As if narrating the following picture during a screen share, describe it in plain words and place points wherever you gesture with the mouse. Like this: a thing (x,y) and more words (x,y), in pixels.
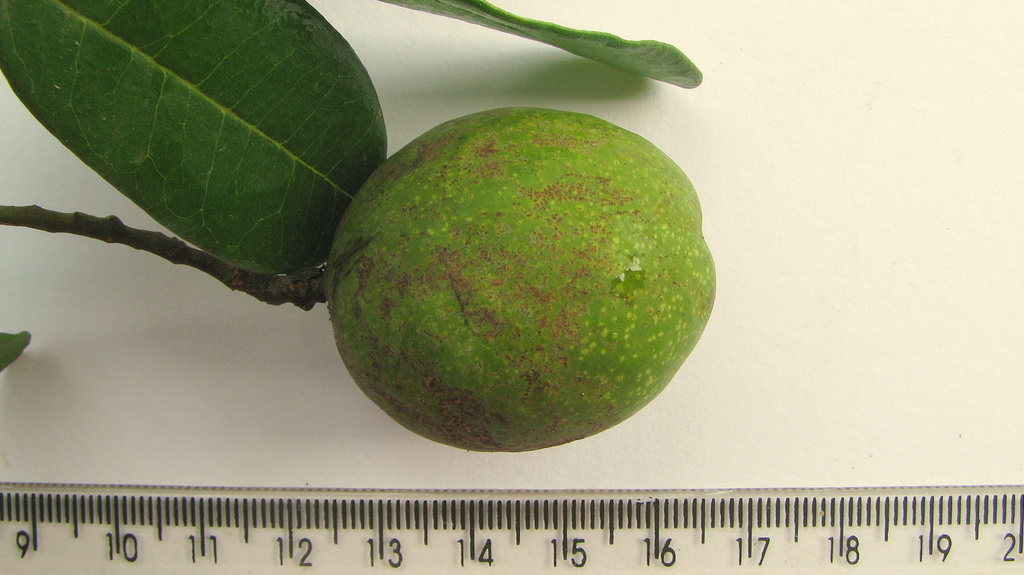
Here we can see a fruit (518,303), leaves (141,186), stem (314,296), and a measuring scale (561,536). There is a white background (955,101).
